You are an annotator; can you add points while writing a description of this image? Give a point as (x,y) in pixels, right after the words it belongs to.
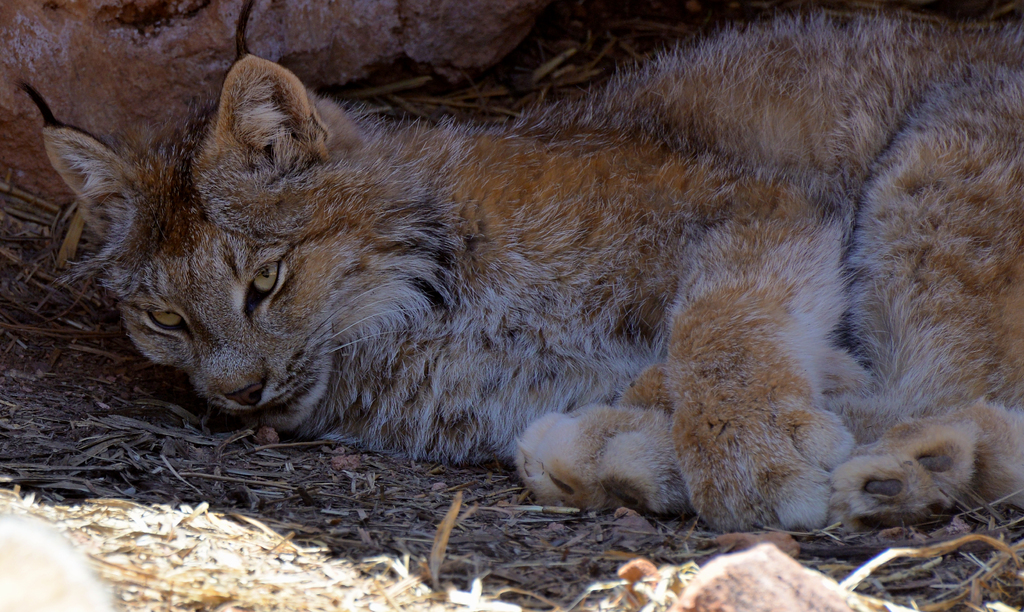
In this image I can see a cat (319,220) is laying on the ground (252,569). At the top (130,60) there is a rock (259,35).
